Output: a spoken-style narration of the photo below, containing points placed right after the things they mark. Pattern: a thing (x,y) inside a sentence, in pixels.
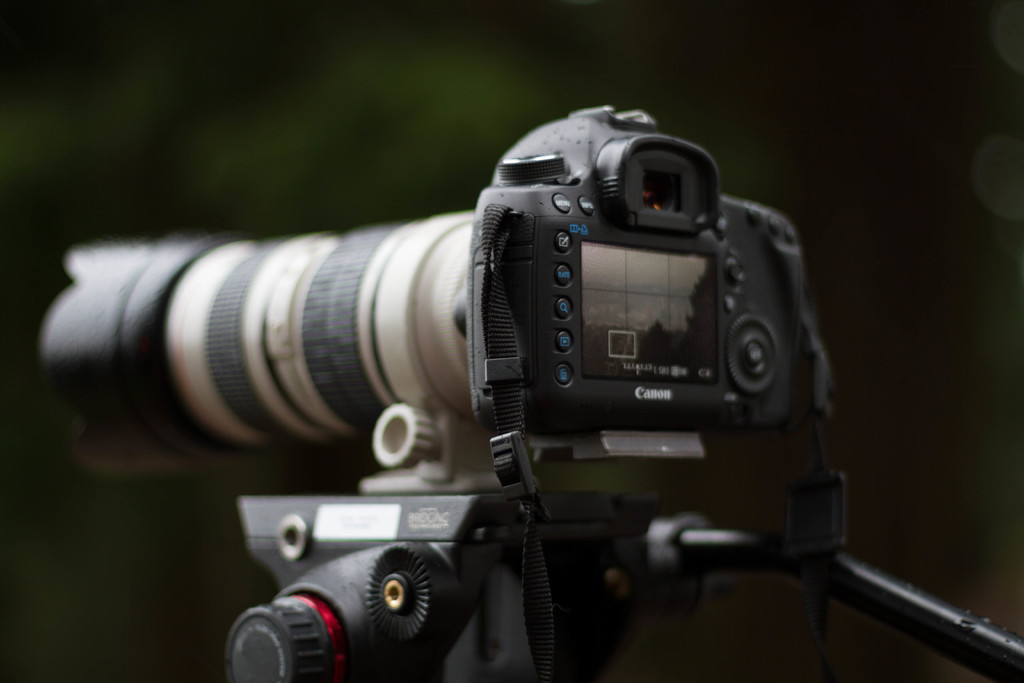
In this image we can see a camera (702,411).
